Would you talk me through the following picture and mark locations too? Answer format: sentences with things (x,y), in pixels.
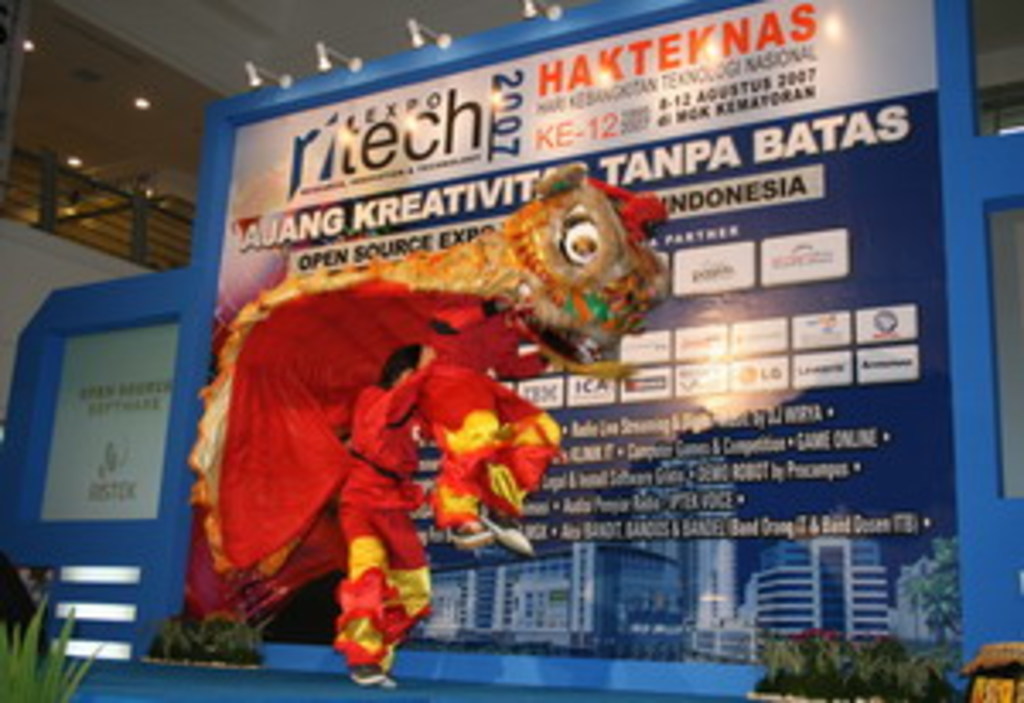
In the image there are two persons (410,454) in dragon dress (433,312), behind them there is a banner (661,421) with plants (51,666) on either side, this seems to be clicked inside a hall (996,53).
